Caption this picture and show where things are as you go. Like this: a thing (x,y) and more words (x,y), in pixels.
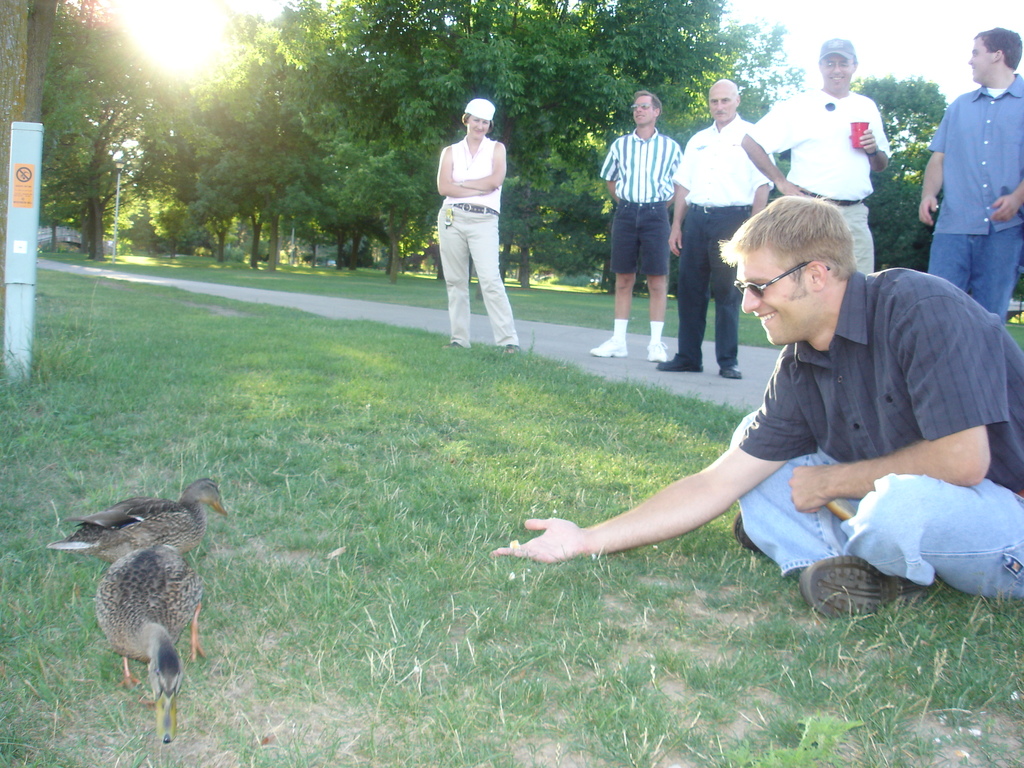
In the image we can see there are five people (614,191) standing and one is sitting. They are wearing clothes (883,280), shoes (655,354) and some of them are wearing goggles (756,289) and cap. There are even two birds (126,573), grass (394,460), path (489,341), trees (376,165) and the sky (910,38).
